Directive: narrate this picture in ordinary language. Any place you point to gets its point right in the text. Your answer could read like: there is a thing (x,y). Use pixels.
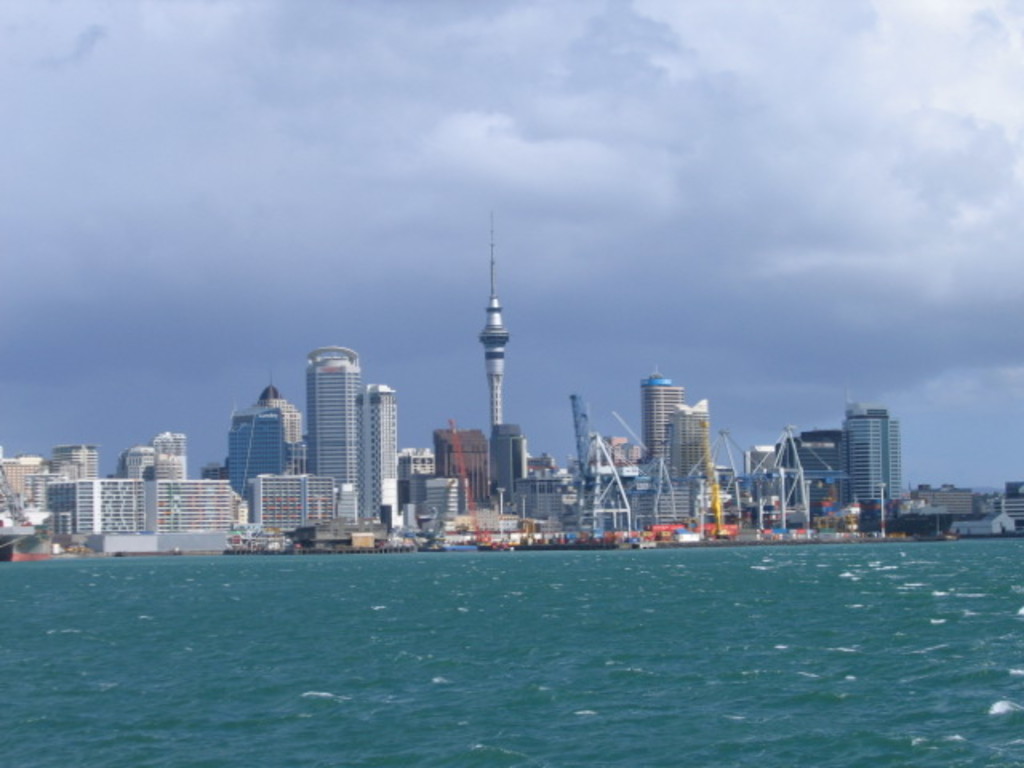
At the bottom of the image (229,716) we can see water (693,620). In the background (576,299), we can see the sky (940,406), clouds (224,337), buildings (674,405), towers (674,405), poles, boats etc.
